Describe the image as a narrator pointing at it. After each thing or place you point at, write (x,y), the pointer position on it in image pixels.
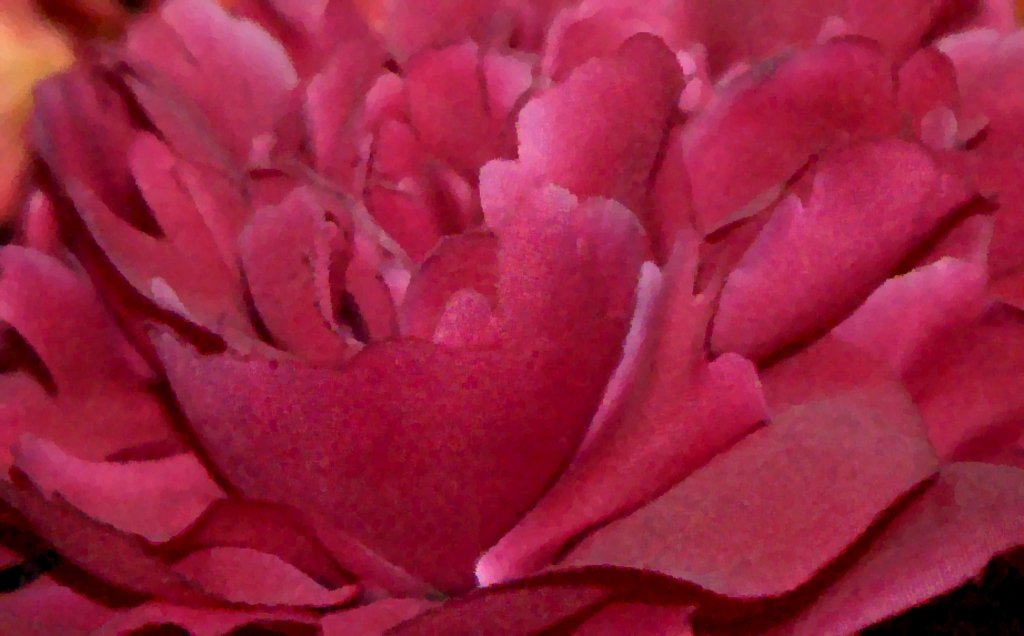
In this image I can see a rose color flower (747,144).
